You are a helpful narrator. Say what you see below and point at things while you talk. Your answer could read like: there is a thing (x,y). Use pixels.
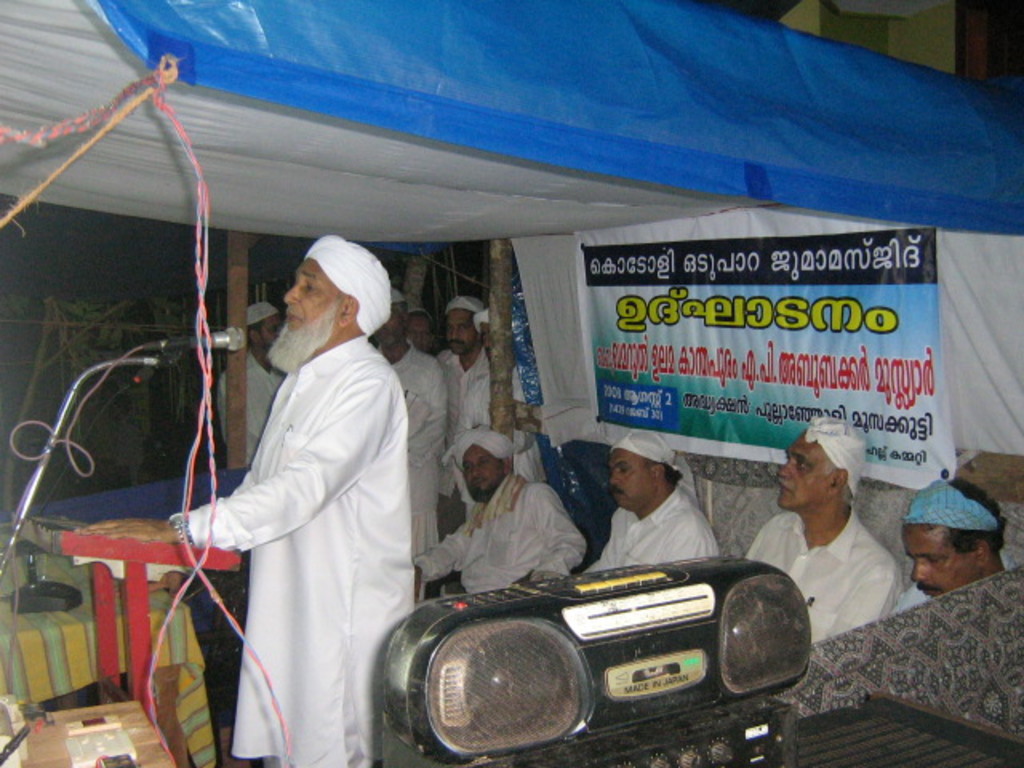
In this image I can see in the middle (349,446) a man (362,462) is standing and speaking in the microphone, he wore a white color dress (339,468) and a cap (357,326). On the right side (895,454) few men (682,523) are sitting, there is the banner (764,250). At the bottom (429,630) there is the tape recorder (635,673).
